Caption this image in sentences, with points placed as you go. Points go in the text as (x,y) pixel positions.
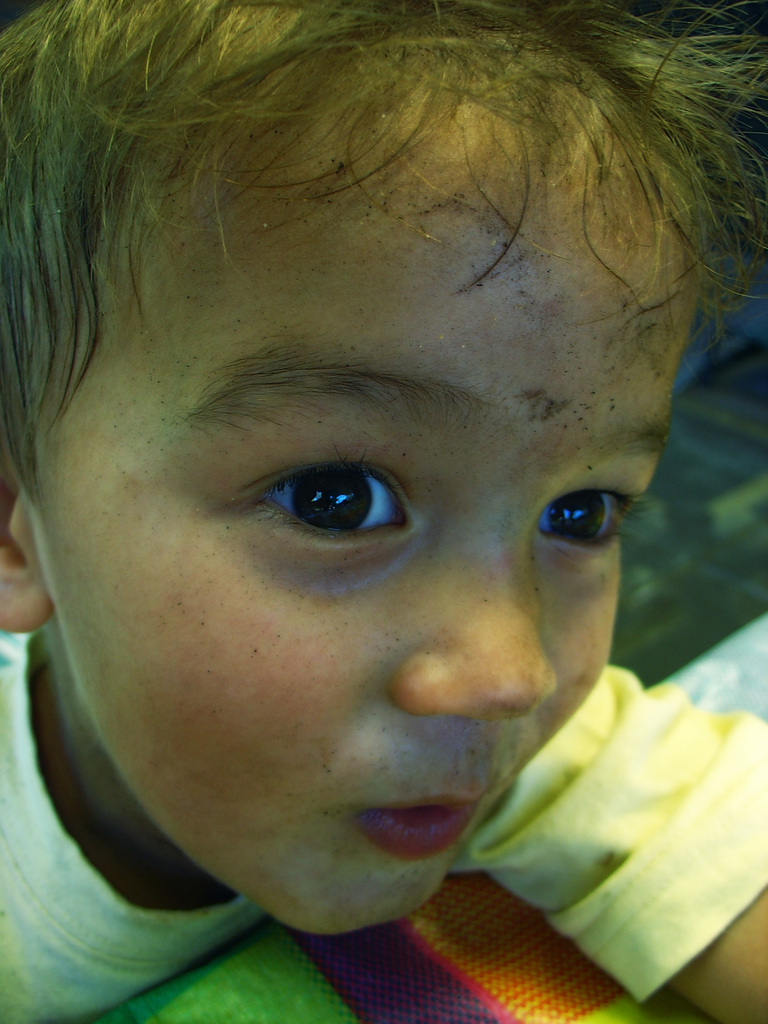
In this picture I can see a boy (417,566). The boy (281,331) is wearing a t-shirt (572,880).
